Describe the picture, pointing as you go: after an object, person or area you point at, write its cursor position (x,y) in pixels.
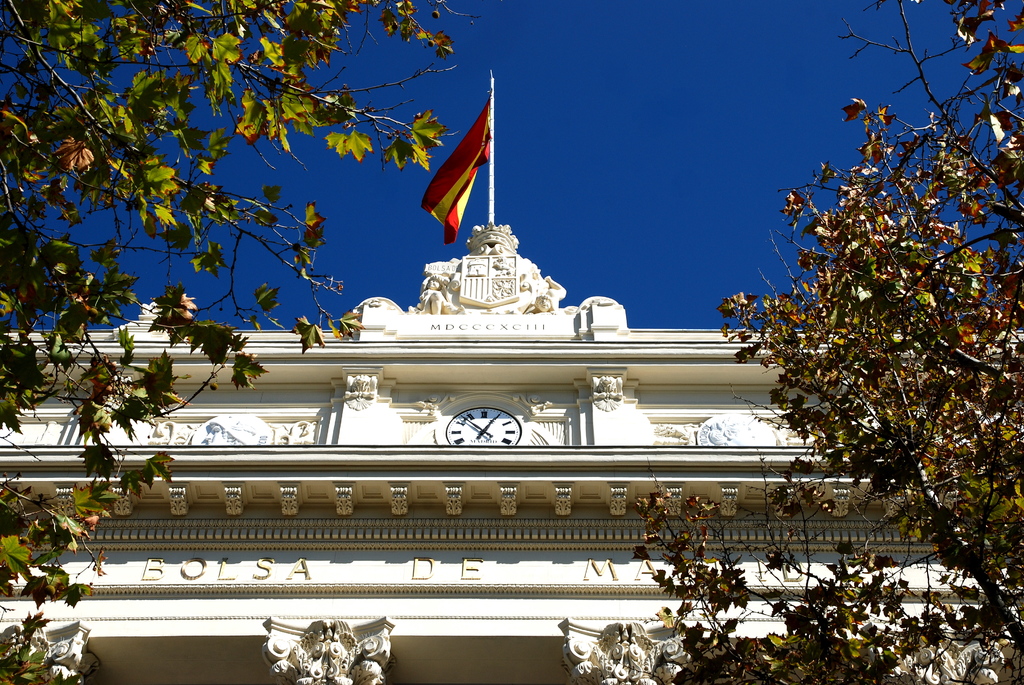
This image consists of a building (434,362) in the middle (448,308). There is a flag (437,189) at the top (437,189). There is sky (544,62) at the top (546,103). There are trees (174,206) on the left side (86,407) and right side (821,681). There is a clock (466,434) in the middle (517,422).
